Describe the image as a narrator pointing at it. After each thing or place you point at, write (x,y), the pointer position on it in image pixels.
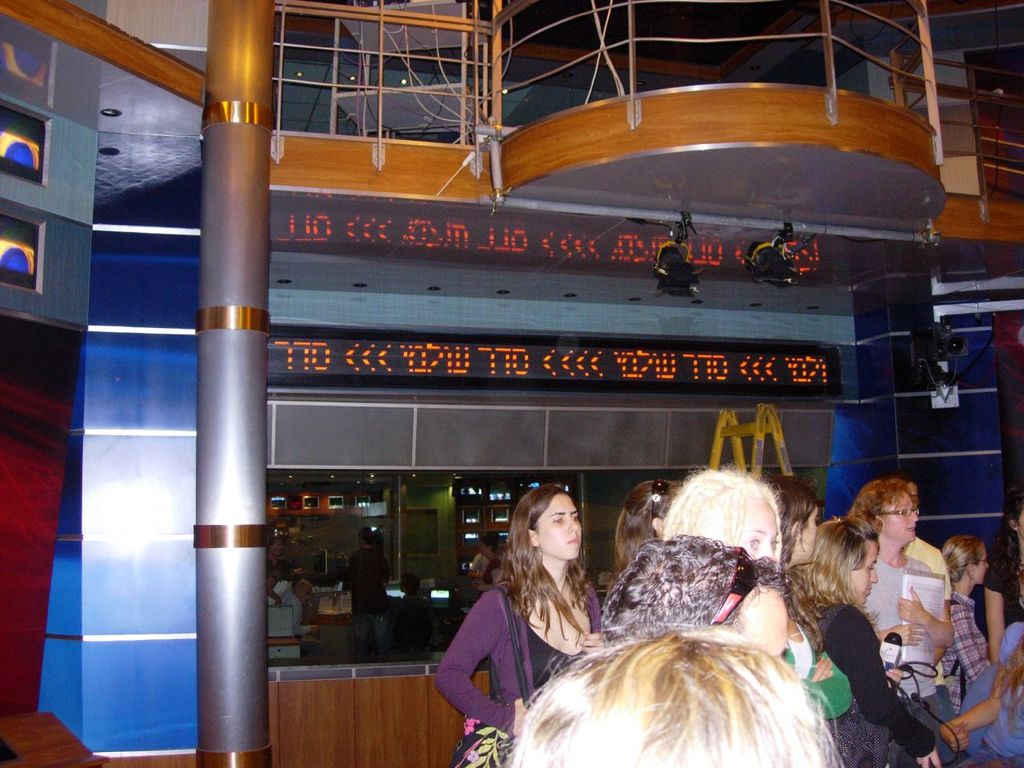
In this picture I can see people (699,508) standing on the surface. I can see a person (889,686) holding the microphone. I can see lcd screen (603,387). I can see the metal grill fence (497,96).
